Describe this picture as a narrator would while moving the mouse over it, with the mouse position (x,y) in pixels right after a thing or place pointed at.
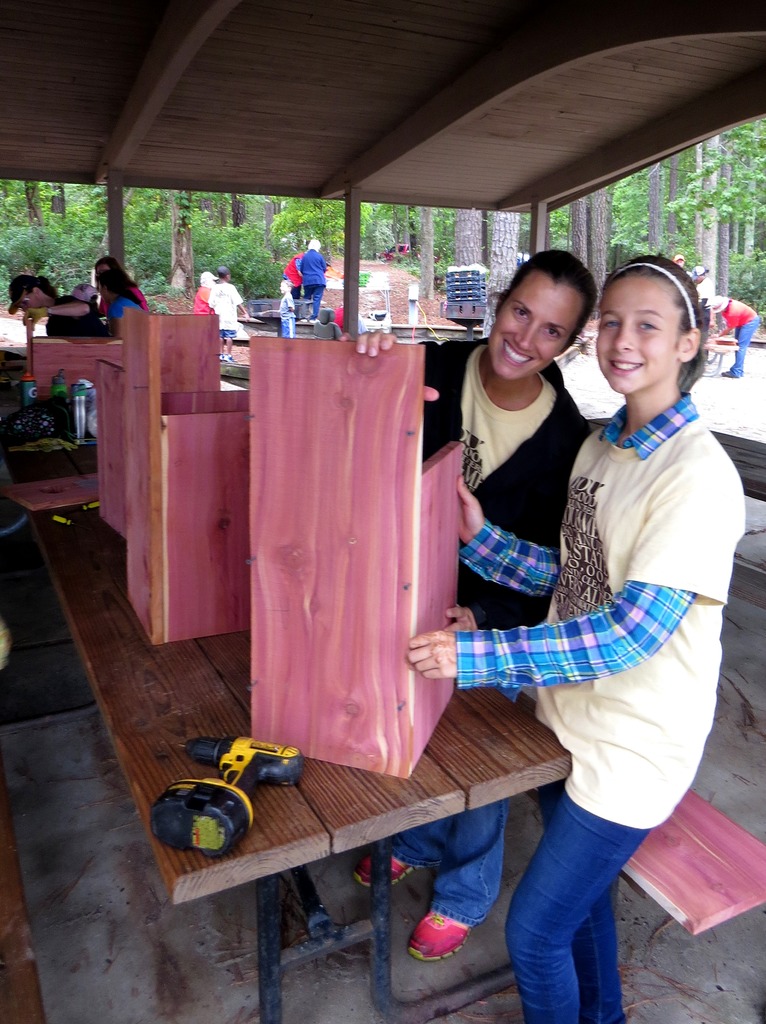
This image is taken in outdoors. In this image there are few people (309,282) standing on the floor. In the right side of the image (662,396) a woman (556,337) is standing on the floor (523,863), holding a wooden piece (352,653) on the table (334,782). In the middle of the image (380,465) there is a table (528,701) and on top of that there is a drilling machine (219,789) and wooden pieces (213,479) on it. In the background (21,244) there are many trees (338,235). At the top of the image (369,90) is a ceiling (273,100).
